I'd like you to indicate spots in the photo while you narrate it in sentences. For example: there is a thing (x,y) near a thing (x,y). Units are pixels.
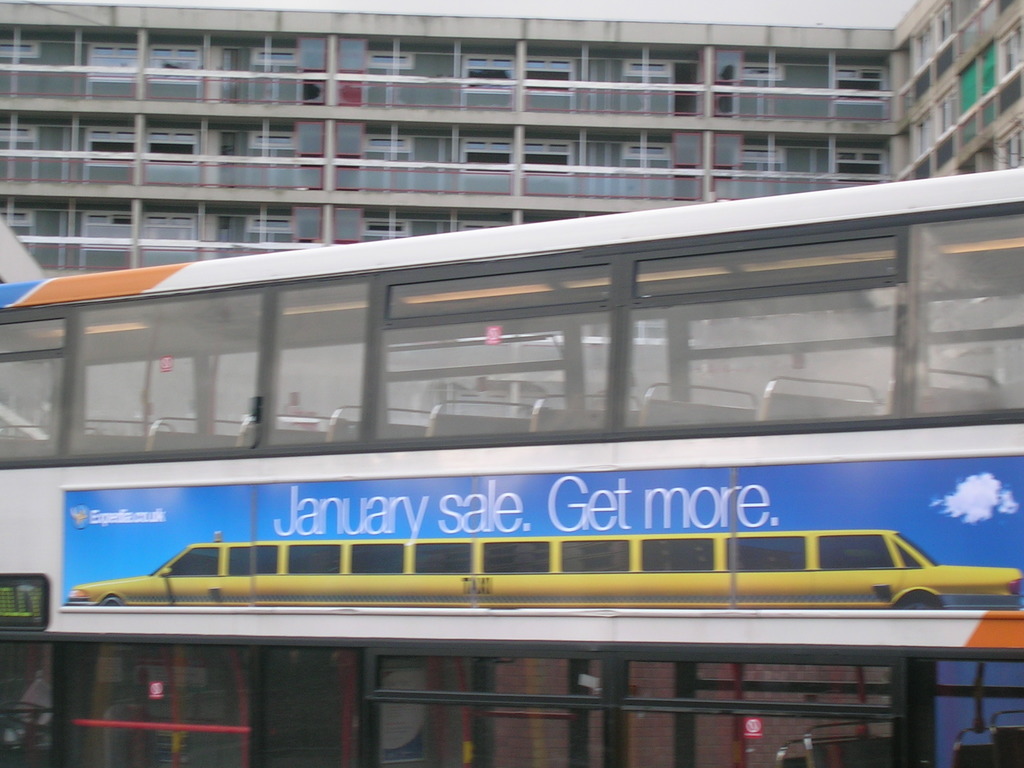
In this image, we can see a vehicle (302,517). On the vehicle (330,592), there is a poster (608,533). Here we can see few rods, glass objects (459,413) and digital screen (1,590). Background (982,21) there is a building (743,160). Here we can see walls (468,122) and windows (994,84).
